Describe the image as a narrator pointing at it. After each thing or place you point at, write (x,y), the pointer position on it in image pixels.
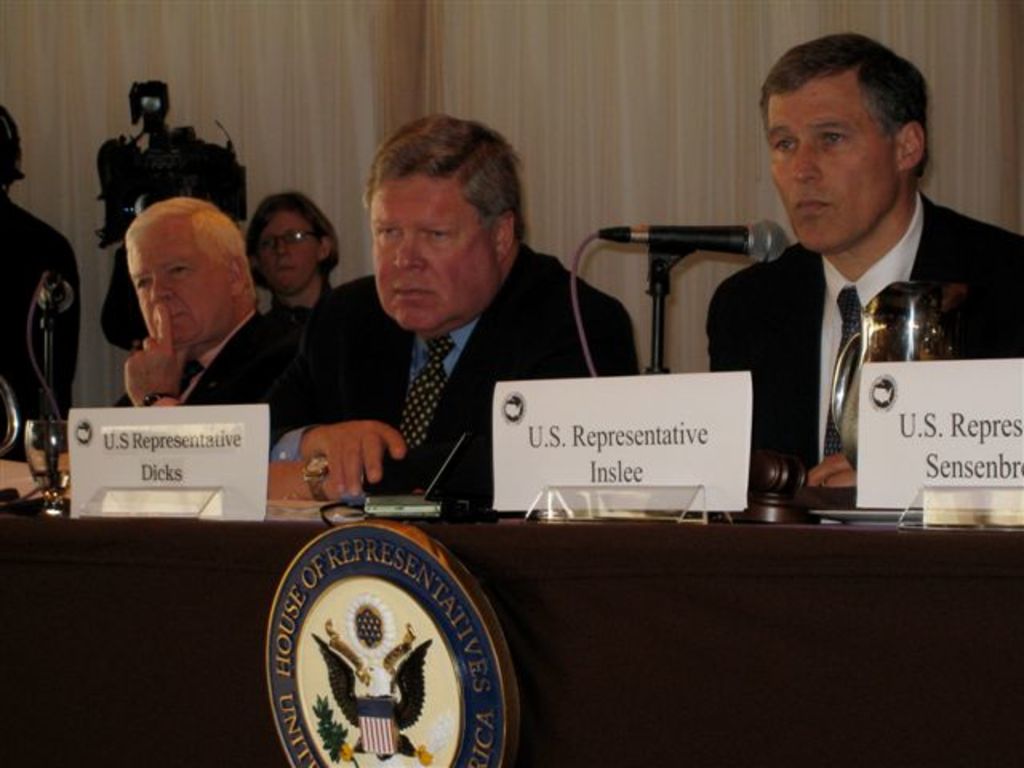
There are three men (416,330) sitting. This looks like a table (221,528) with the name boards (716,456), mikes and few other things (847,440) on it. I think this is a logo (274,657), which is attached to the table (556,590). I can see another person (297,285). I think this is a wall (383,118).
